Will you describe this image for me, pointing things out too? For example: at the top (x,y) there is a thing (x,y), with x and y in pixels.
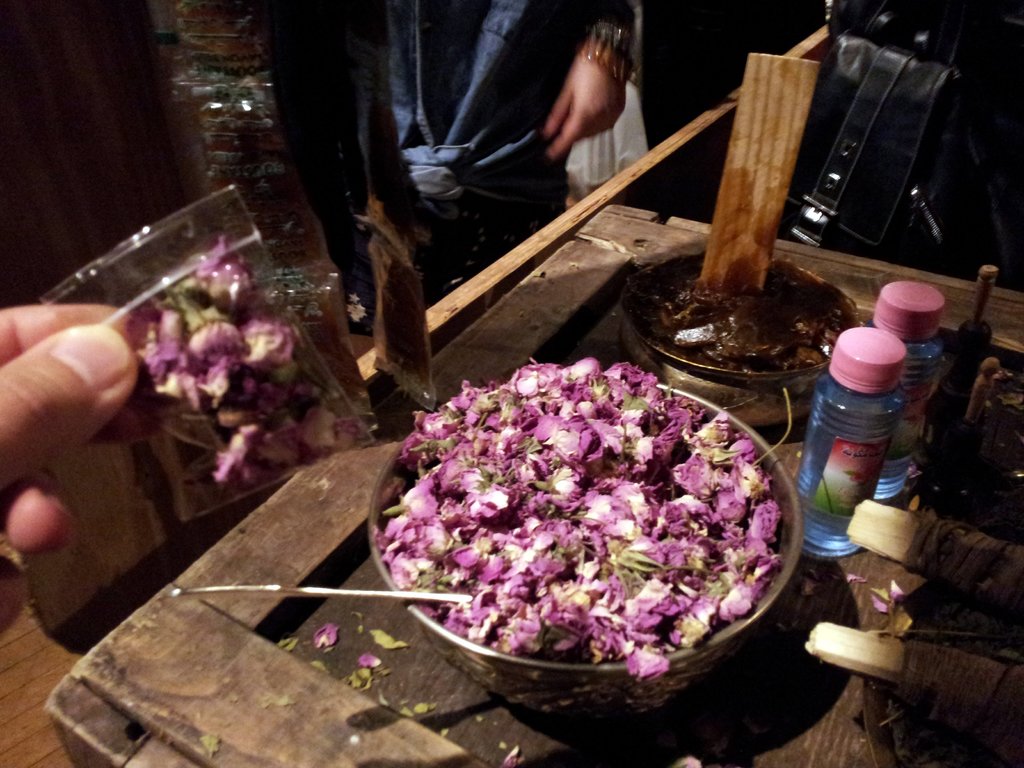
In this image I can see a flower (659,546) kept on the bowl (642,706) and the bowl (793,500) is kept on the table (92,693), on the table (851,255) I can see two bottles (874,316) and another bowl (772,288) and on the left side (214,369) I can see a person (3,429) holding a packet (171,311), at the top (371,54) I can see a person (490,50) visible in front of the table (459,362).
